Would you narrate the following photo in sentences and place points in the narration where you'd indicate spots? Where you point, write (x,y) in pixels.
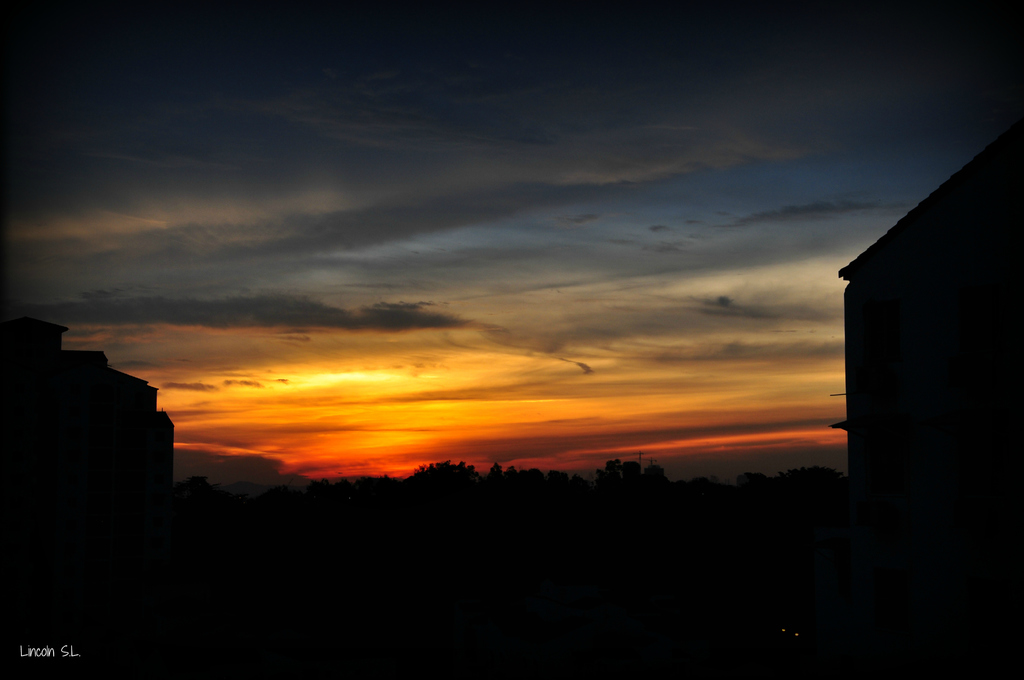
In the foreground of the picture (89,443) we can see buildings (99,422). In the middle of the picture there are trees (606,471). In the background (405,200) there is sky (436,181).
